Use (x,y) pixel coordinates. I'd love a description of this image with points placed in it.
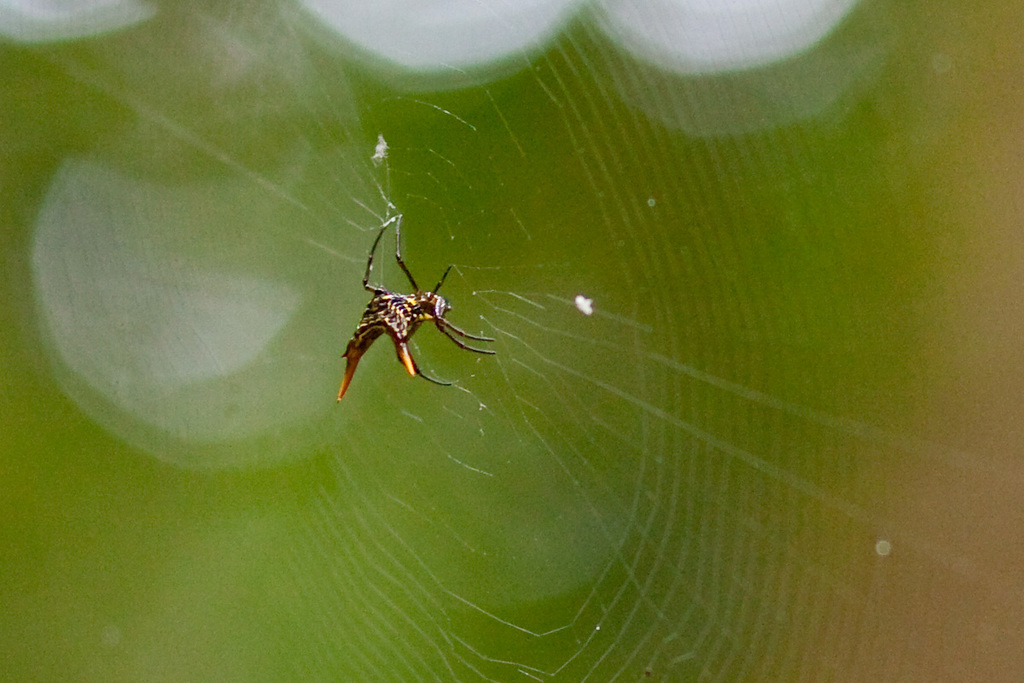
In this picture I can see a spider (406,352) in the spider web (452,377) and I can see blurry background (132,649).
